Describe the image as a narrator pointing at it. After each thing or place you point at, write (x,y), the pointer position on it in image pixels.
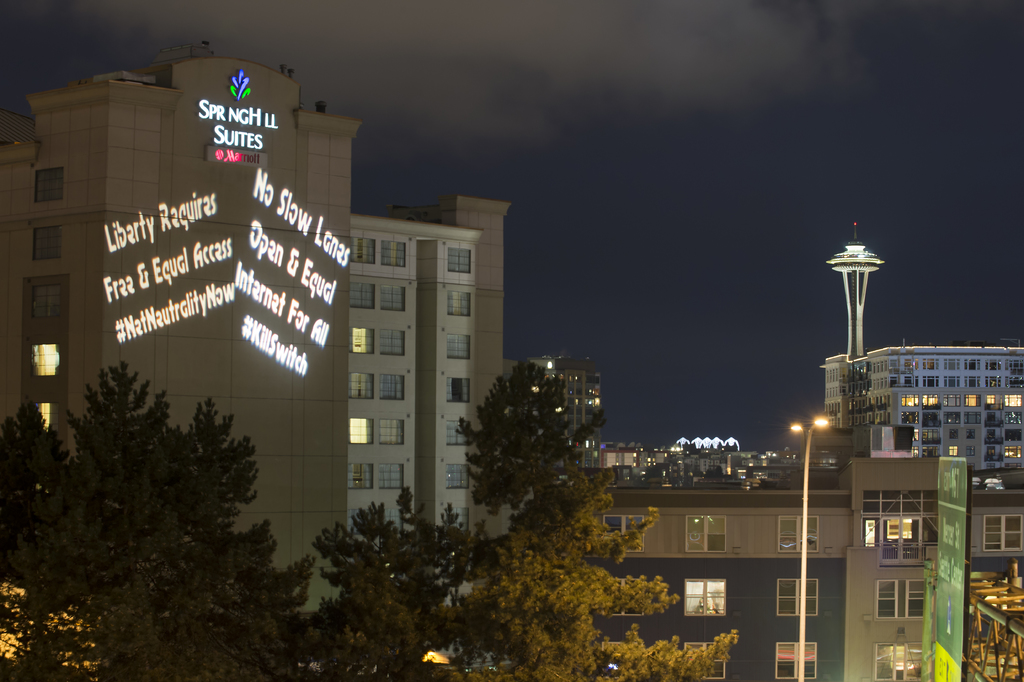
In this image, these are the buildings (707,549) with the windows (707,535) and lights (362,347). This is a name board (225,136), which is attached to a building wall (253,363). I can see the trees (364,651) with branches (189,543) and leaves (529,636). This looks like a street light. On the right side of the image (968,628), I think this is a hoarding (958,574). This looks like a tower (851,305). Here is the sky (582,104).
